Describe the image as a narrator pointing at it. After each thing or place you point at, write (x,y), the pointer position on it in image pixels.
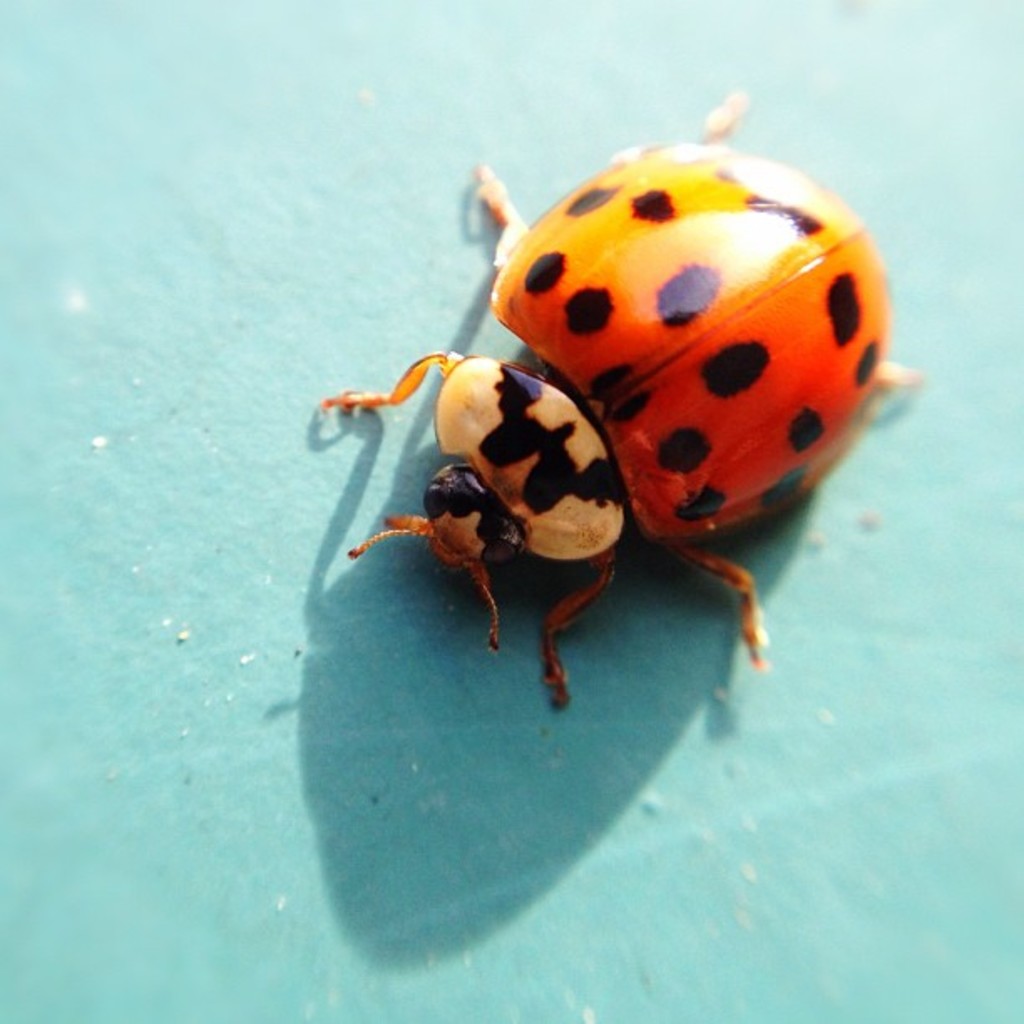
In this image I can see an insect (882,311) in black and orange color and the insect (505,472) is on the blue color surface (449,571).
